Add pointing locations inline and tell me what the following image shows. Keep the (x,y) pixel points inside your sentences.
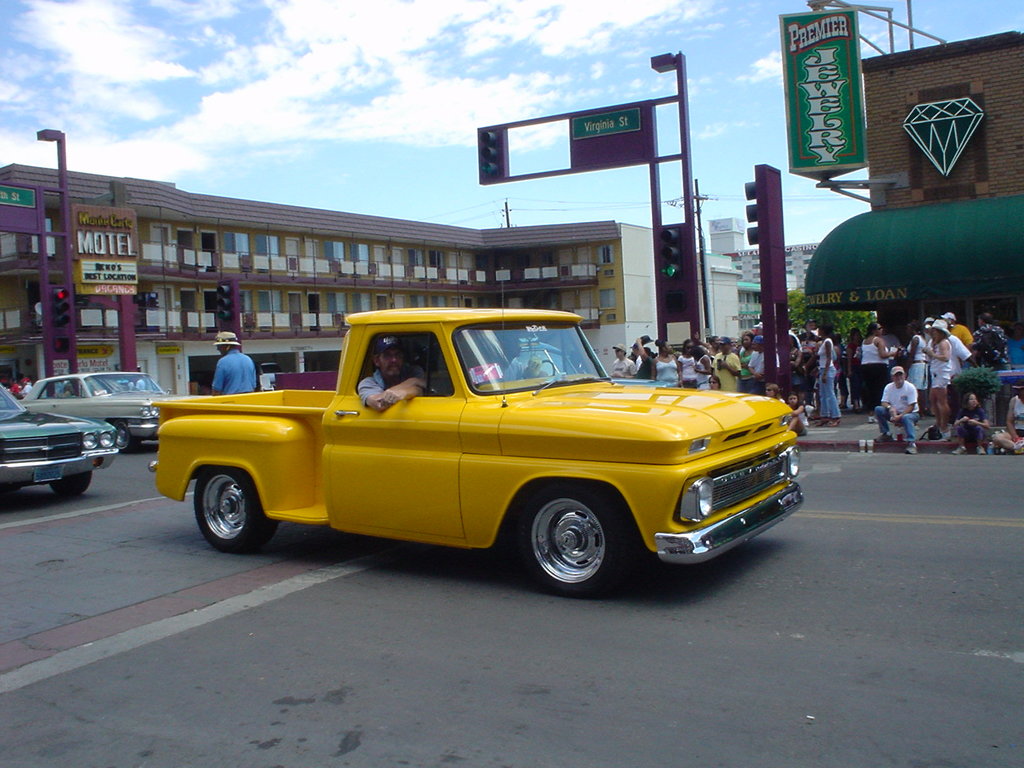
There are vehicles (142,424) on the road (136,515), on which there is a person (240,379). In the background (1021,349), there are persons (936,368) on the footpath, there are lights (662,63) attached to the poles (68,232), there are hoardings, buildings (910,189) and there are clouds (525,84) in the blue sky (452,105).
